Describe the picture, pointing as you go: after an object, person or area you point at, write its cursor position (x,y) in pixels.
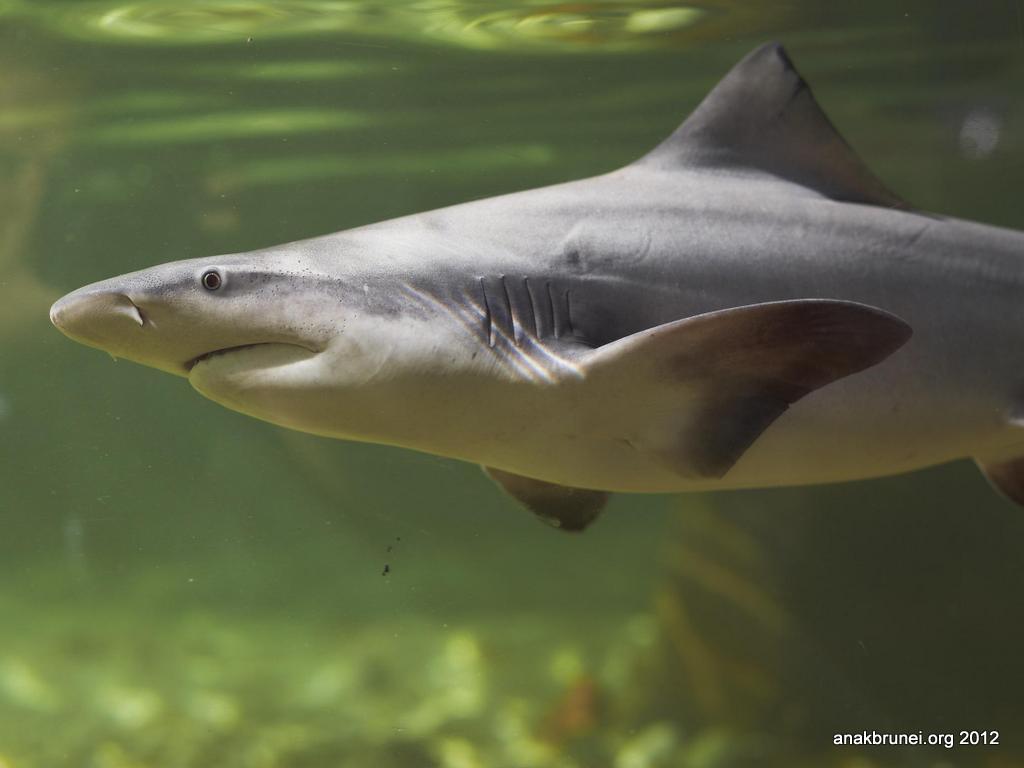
In this image, I can see a fish (412,418) in the water (128,556). There is a blurred background (993,106). At the bottom right side of the image (878,732), I can see the watermark (886,739).
